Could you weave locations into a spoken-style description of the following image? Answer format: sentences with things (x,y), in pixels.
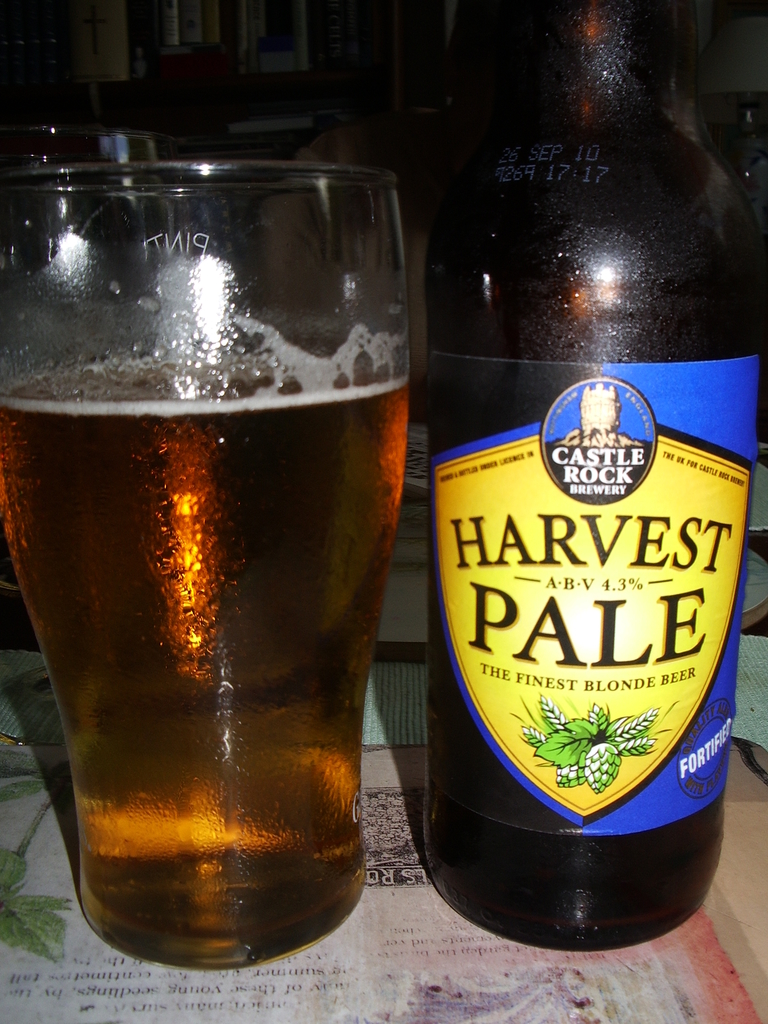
In this image there is a beer bottle (499,594) with a label (734,375) to it and a glass (127,458) of beer (274,777), on the table (446,999), and there is dark background (252,90).
